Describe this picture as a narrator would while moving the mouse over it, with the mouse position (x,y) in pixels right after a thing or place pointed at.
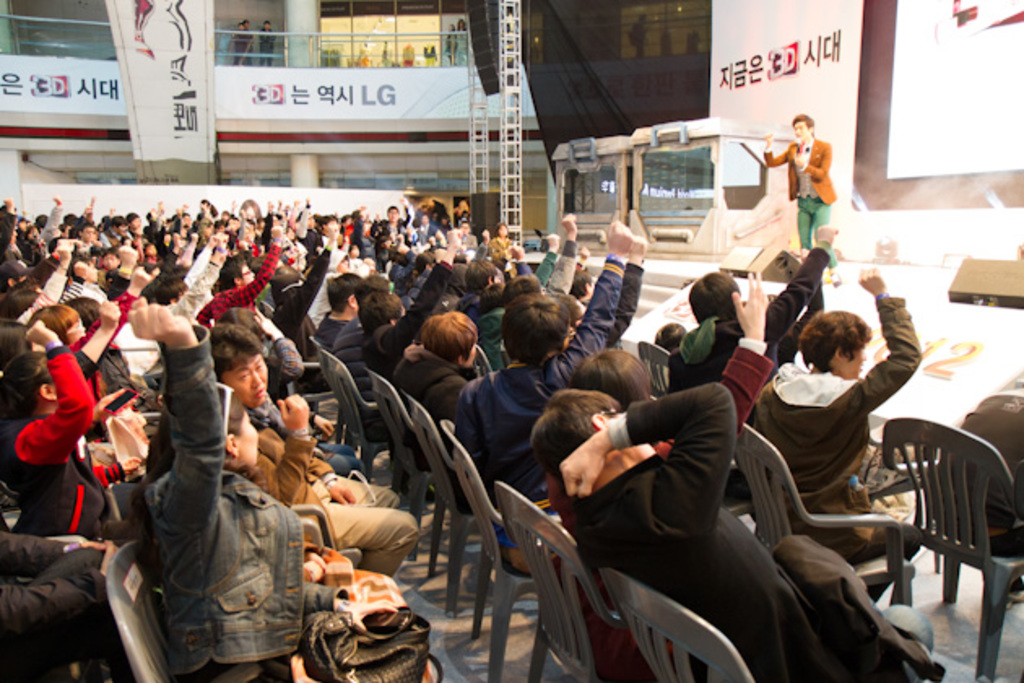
In the middle of the image (483,280) a group of people (453,265) sitting on a chair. Top right side of the image (816,187) there is a man (821,193) holding a microphone (802,144). Behind him there is a screen (891,128). At the top of the image (463,58) there is a fencing (441,50) and there are some people (239,43). Top left side of the image (205,47) there is a banner (160,93).
